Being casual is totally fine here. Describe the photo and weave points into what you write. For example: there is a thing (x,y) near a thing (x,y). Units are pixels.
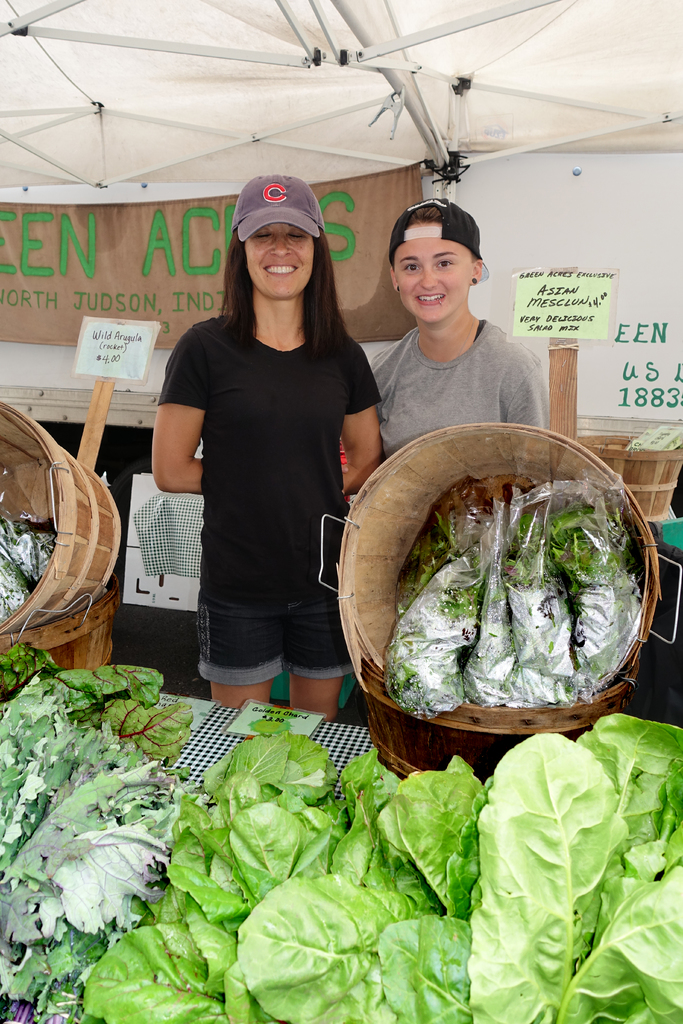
In this image we can see two people (346,490) standing and there is a table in front of them and we can see some leaves (476,972) which looks like a leafy vegetables (478,780) and there are some baskets (110,532) with objects (25,570) in it and we can see some boards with text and there is a banner (156,291) in the background (346,303).
